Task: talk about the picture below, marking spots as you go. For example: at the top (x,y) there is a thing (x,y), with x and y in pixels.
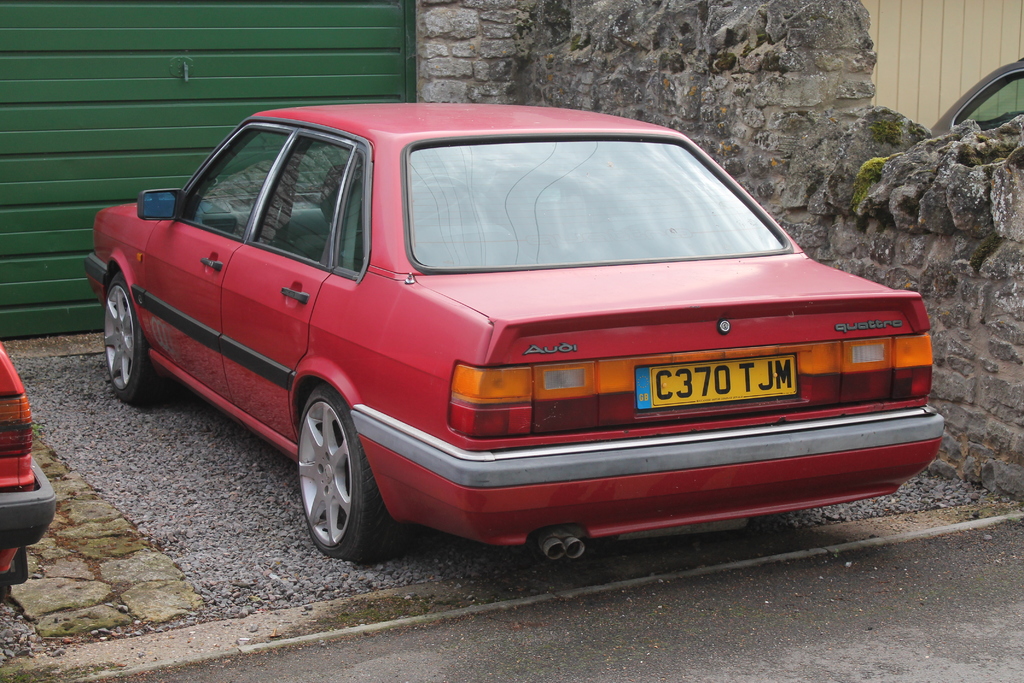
In this image we can see a car (499,136) in the middle of the image (525,352) and there is shutter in front of the car (494,316) and to the side we can see the wall (1000,138). We can also see two vehicles (986,82) in this image.
